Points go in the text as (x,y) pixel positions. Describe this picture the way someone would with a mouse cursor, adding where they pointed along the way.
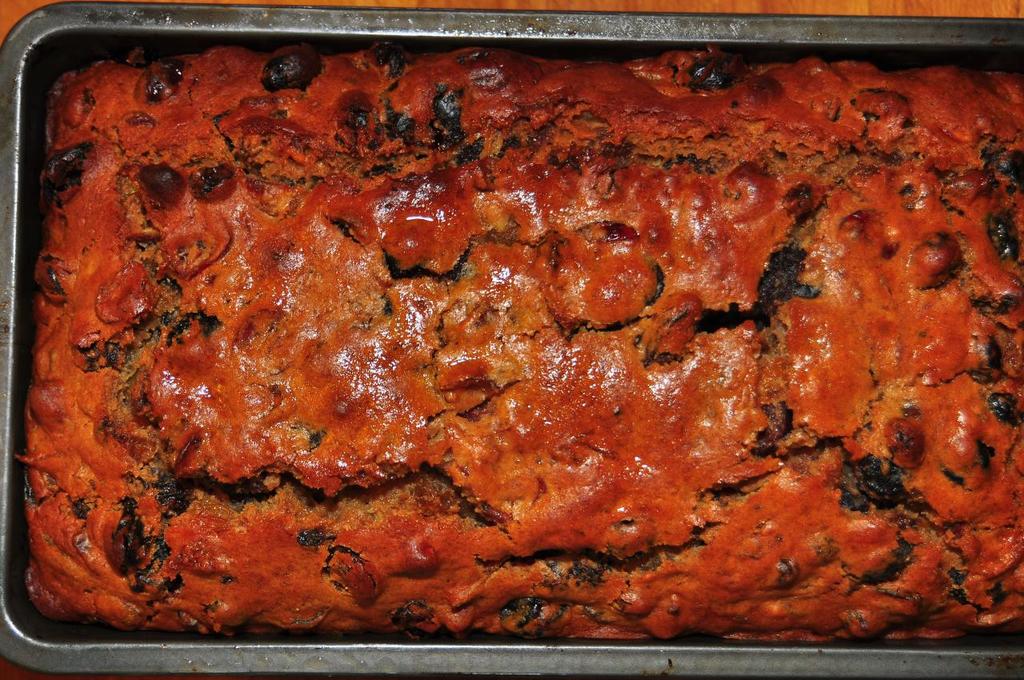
In this picture I can observe some food (241,449). This food (455,374) is in red color. The food (436,494) is placed in the box (209,663). This box (388,30) is placed on the brown color table (815,10).
